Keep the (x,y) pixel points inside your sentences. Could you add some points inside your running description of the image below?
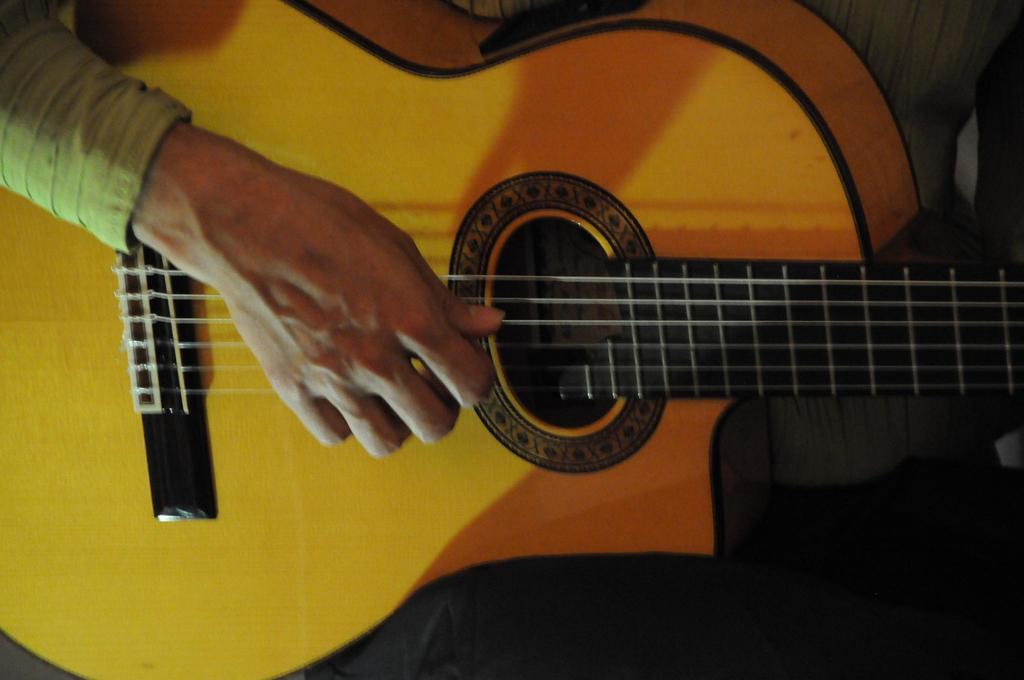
In this picture we can see a guitar (608,81) with some persons hand (374,220) is playing strings (615,346) on it.
